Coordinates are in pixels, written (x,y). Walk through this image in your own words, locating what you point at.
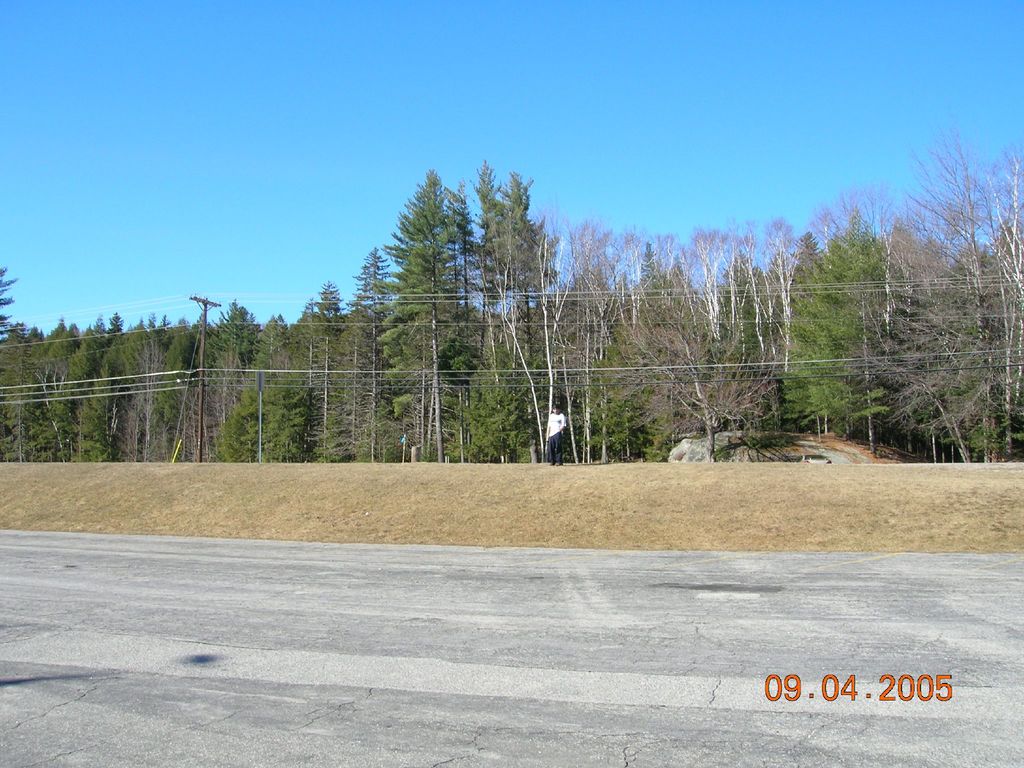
This image is clicked outside. There are trees (416,418) in the middle (464,383). There is pole (194,299) on the left side (204,308). There is sky (658,124) at the top (432,167).
